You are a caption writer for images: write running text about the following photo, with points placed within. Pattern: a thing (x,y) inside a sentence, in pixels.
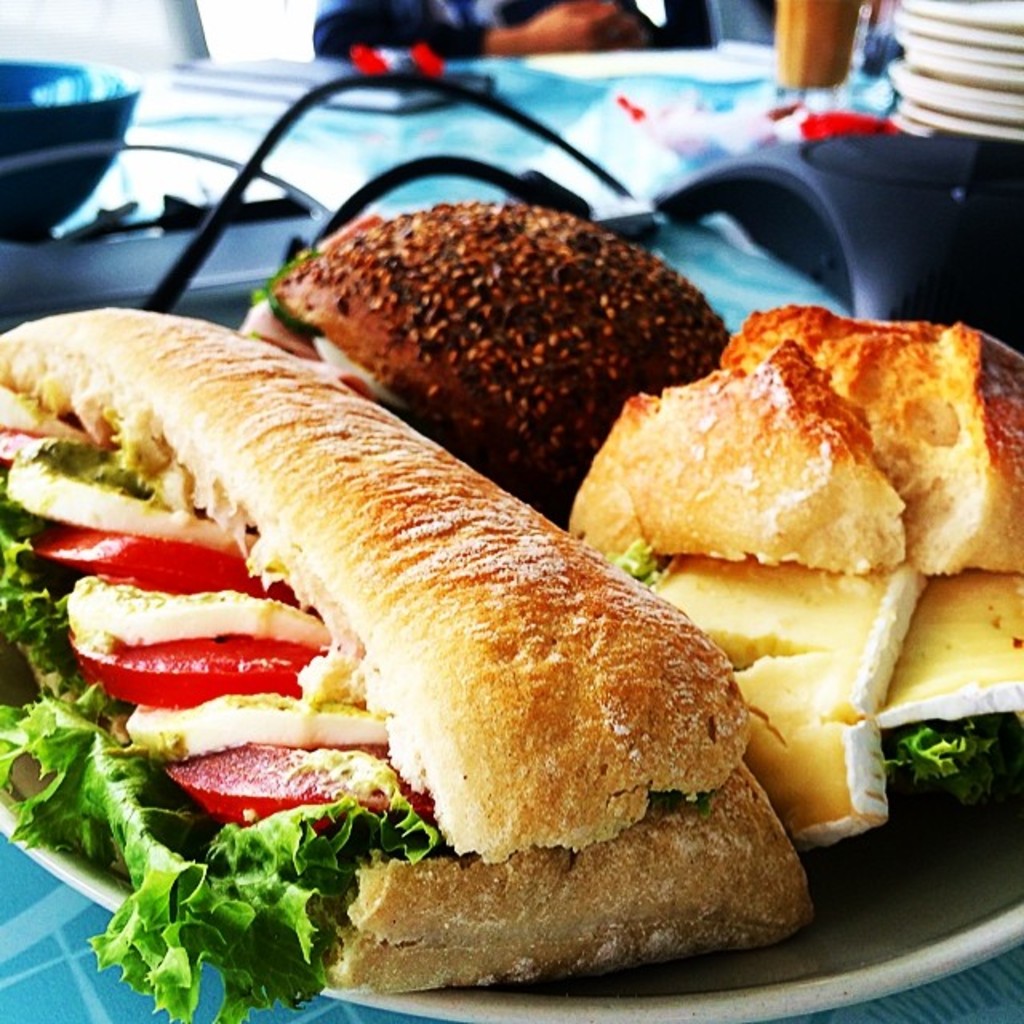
In this picture, there are different varieties of sandwich (5,451) on the plate (92,872).
